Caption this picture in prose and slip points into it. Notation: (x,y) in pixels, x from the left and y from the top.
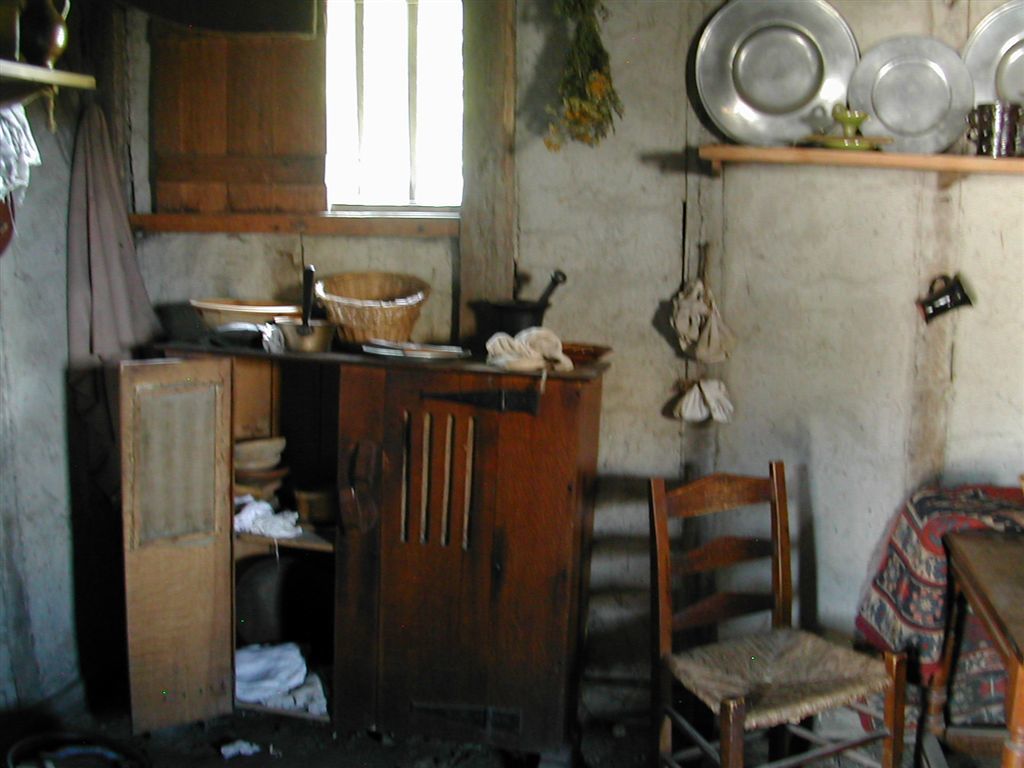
In the picture I can see the wooden cabinet (218,697) on the floor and it is on the left side (201,680). I can see a plastic bowl (222,315), wooden basket (348,302) and pans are kept on the wooden cabinet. I can see the wooden window (300,51) on the top left side (194,95). I can see a wooden table (1018,620) and chair (838,702) on the floor (854,748). I can see the stainless steel plates (794,84) on the wooden support stand (952,159) which is on the wall (817,180) on the top right side of the picture (900,119).
